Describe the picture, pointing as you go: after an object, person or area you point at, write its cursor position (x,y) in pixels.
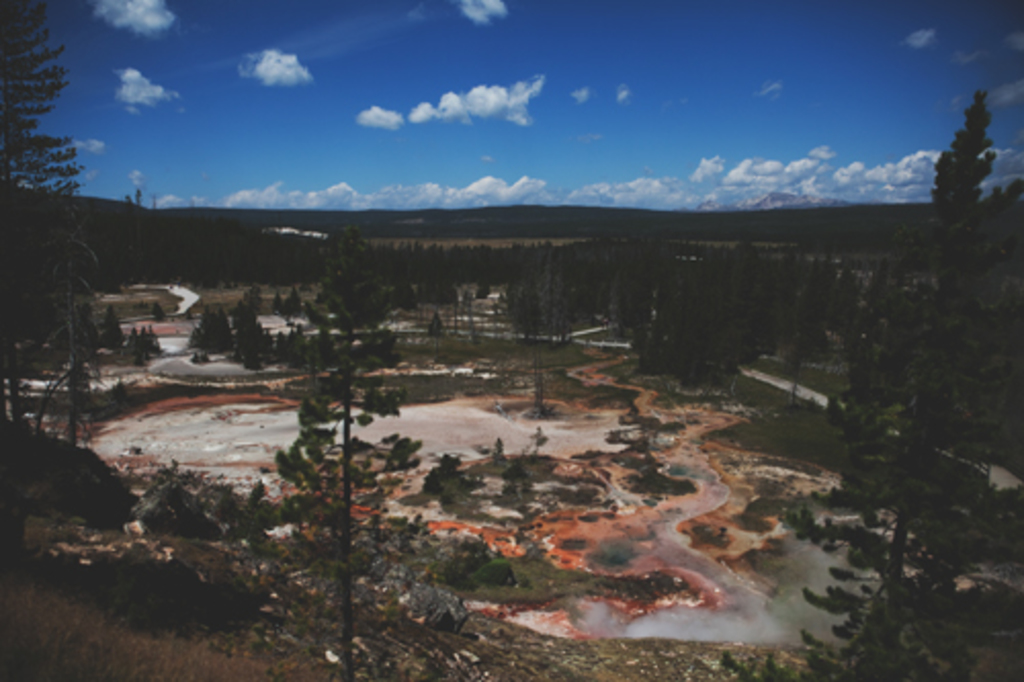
In the image I can see the view of a place where we have some trees (1021,392), plants (587,352) and also I can see the cloudy sky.
